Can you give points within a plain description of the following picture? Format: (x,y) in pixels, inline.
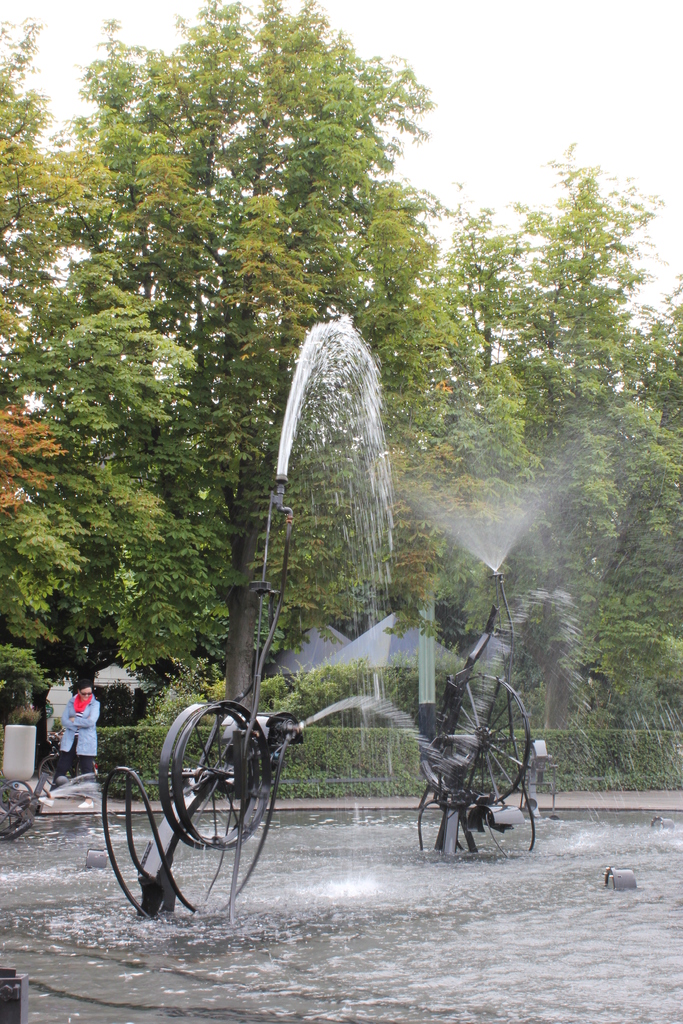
In the foreground (203,801) we can see the water sprinkler machine (503,686). Here we can see the water (668,927). Here we can see a person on the left side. In the background (161,315), we can see the trees (404,383).
